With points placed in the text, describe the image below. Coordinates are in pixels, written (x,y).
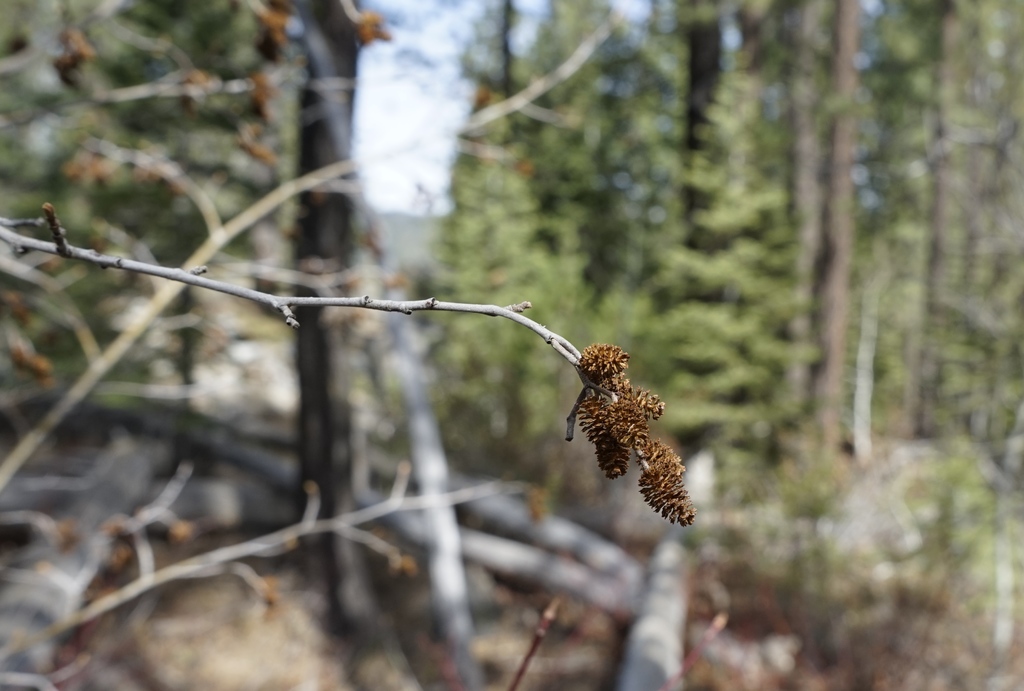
In this image we can see an object (645,420) which is brown in color and a stem (218,290) is there. On the top of the image (630,202) we can see trees (622,236) which are in green.
